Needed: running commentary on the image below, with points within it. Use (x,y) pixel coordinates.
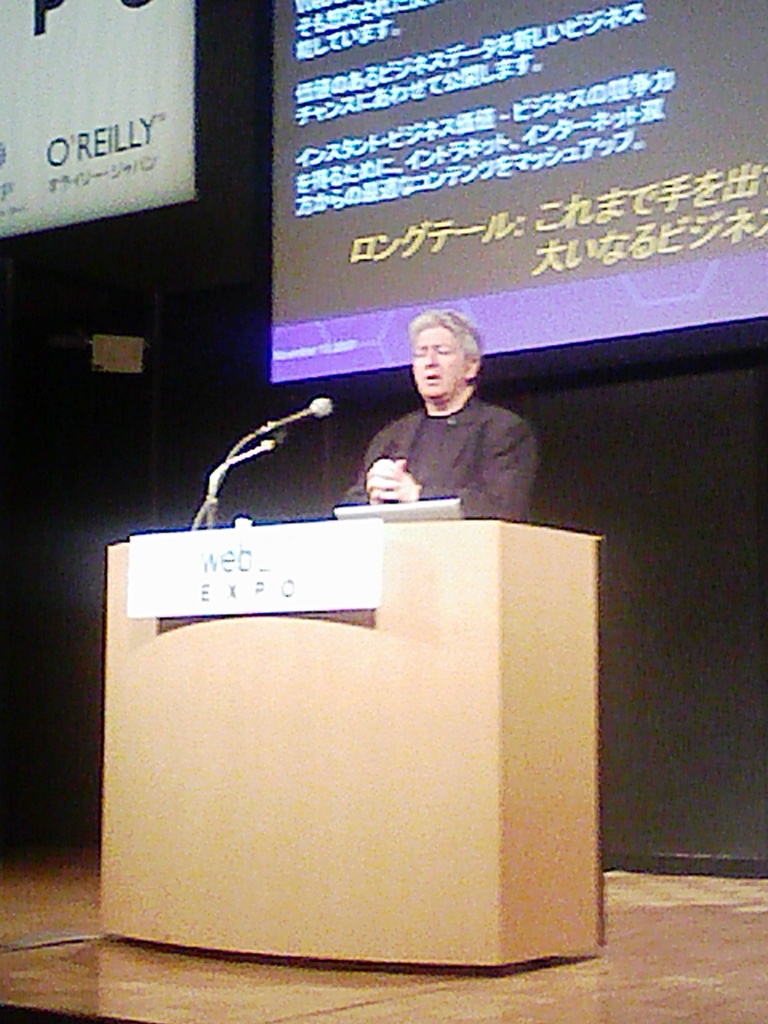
This picture seems to be clicked inside the hall (29,983). In the center (462,434) we can see a person (461,374) standing behind a podium (362,655) and we can see the text (212,592) on the board (254,595) attached to the podium (418,609) and we can see the microphone (307,411) and some other objects (439,517). In the background (163,163) we can see the text (136,129) on the banner (144,74) and the text (431,82) on the projector screen (401,186) and we can see some other objects (137,355).
